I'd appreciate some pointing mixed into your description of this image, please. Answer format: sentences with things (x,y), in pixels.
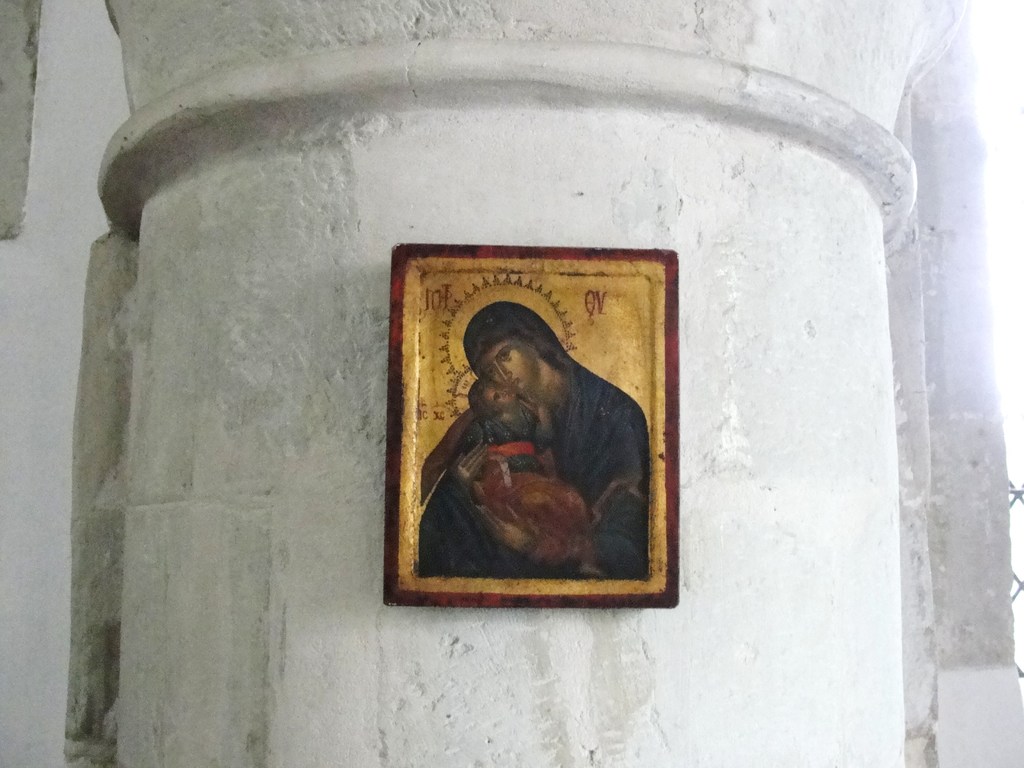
Here I can see a photo frame (569,327) is attached to a pillar (301,393). In the background (81,152) there is a wall (35,202).
